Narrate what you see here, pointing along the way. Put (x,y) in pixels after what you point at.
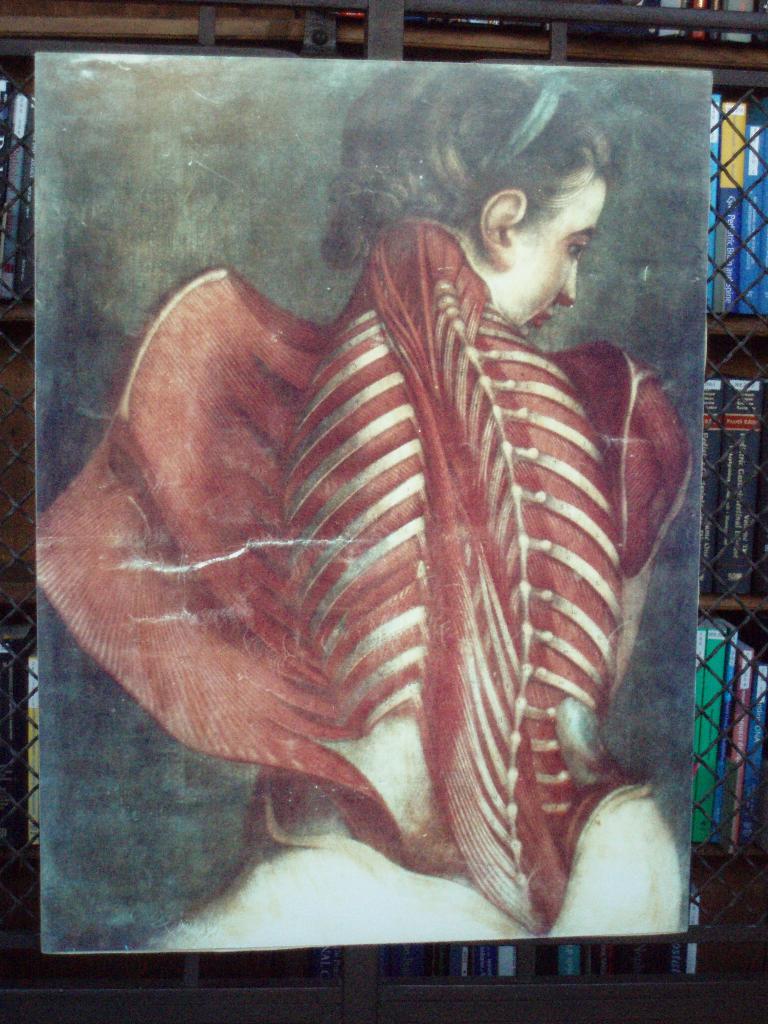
In this picture we can see a board (429,332) in the front (429,332), there is a picture (399,438) of a person (410,276) on the board (404,408), in the background (735,123) there is a rack (762,622), we can see some books (729,276) on the rack (729,89), there is mesh (724,459) in the middle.
